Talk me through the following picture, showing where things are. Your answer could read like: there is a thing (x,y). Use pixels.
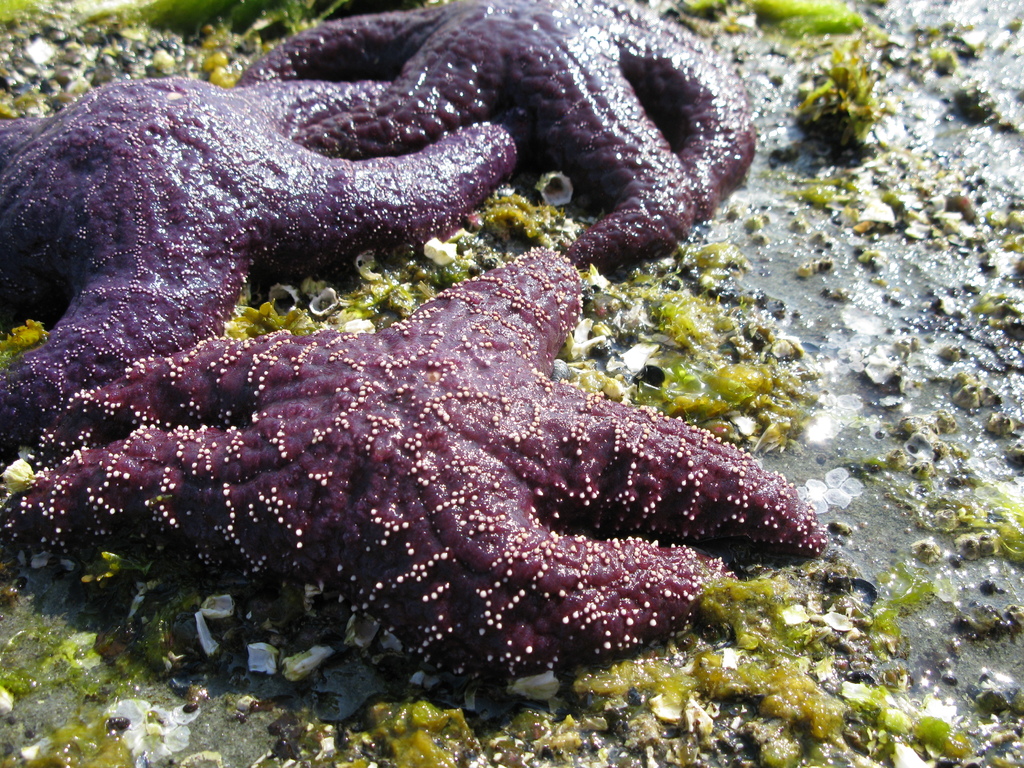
In this picture we can observe starfishes (273,176) which are in maroon color on the land (550,715). We can observe some marine debris (195,702) on the land (65,18).
